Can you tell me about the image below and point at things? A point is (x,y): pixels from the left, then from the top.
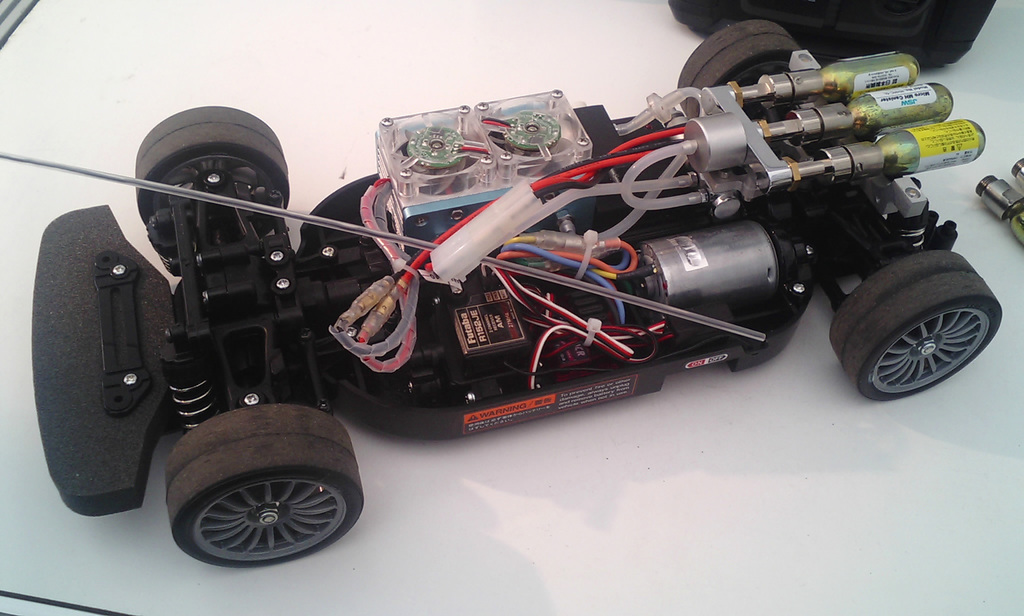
In this image we can see a remote car (672,276) and few objects (919,61) on the table (660,416).
